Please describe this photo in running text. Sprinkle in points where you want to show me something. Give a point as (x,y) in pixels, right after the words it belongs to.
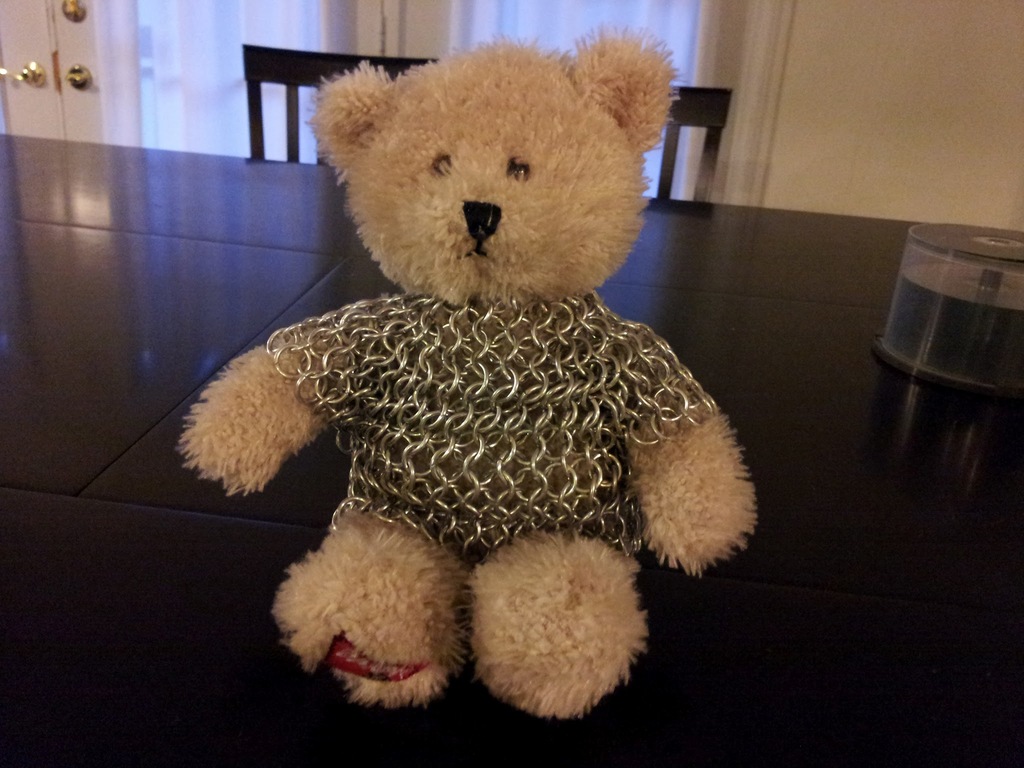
In this image I can see the teddy bear (614,668) and the teddy bear (495,626) is in brown color and I can also see the table (307,289) and few chairs (296,116), they are in brown color. Background (284,11) I can see few glass doors (578,29) and the wall (897,122) is in cream color.
